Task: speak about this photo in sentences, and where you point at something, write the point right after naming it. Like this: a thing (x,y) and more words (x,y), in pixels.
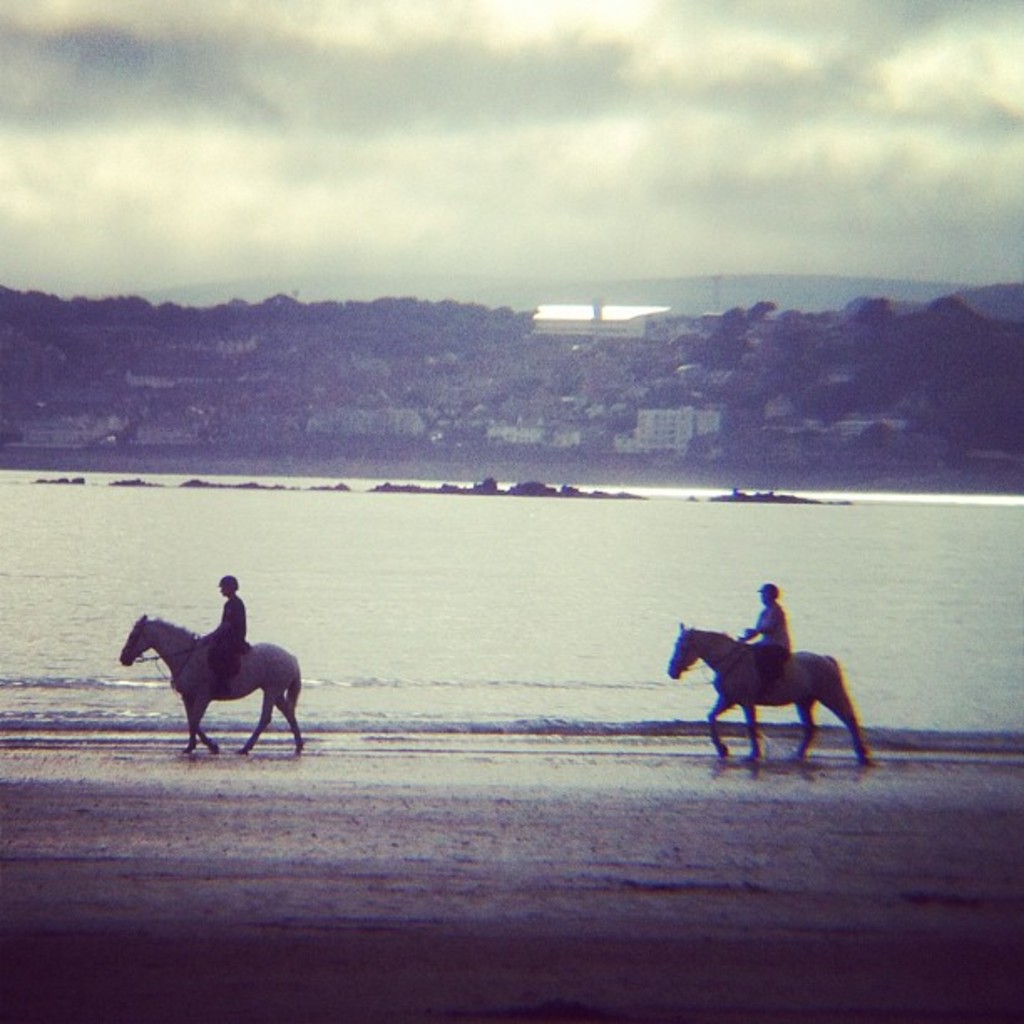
In the foreground of this image (236,694), there are two persons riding on the horse (242,675). In the background (620,558), there is water (744,528), buildings (699,406) and the cloud (469,149).
